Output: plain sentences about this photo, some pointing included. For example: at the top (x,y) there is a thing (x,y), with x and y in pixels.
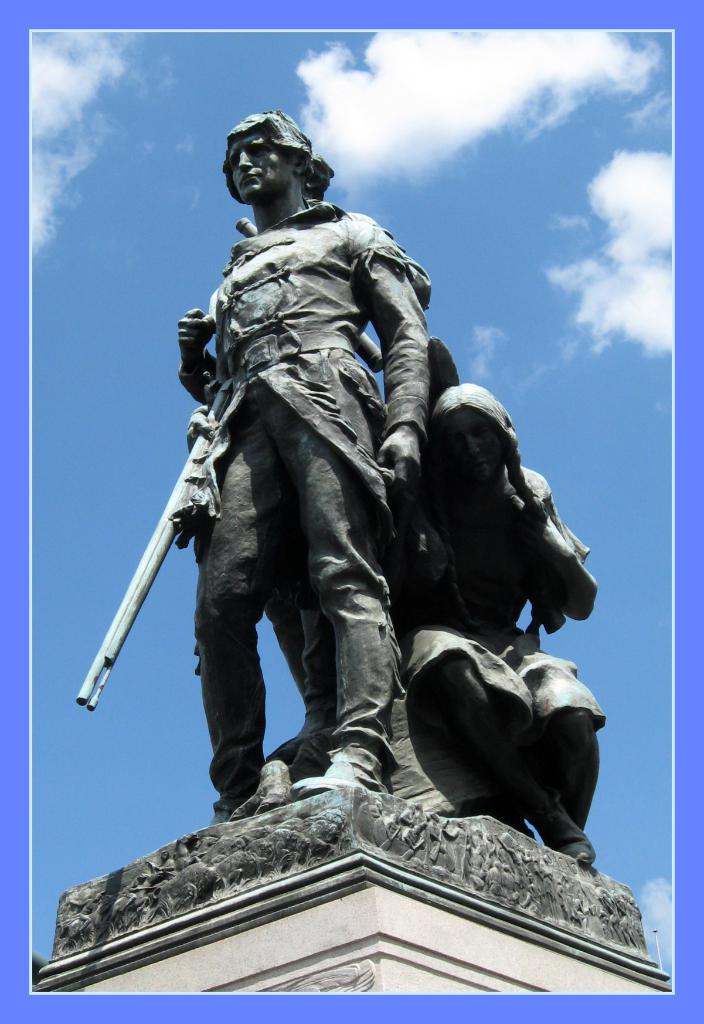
In this picture we can see statues (412,312), in the background (340,105) we can see clouds (416,150).
